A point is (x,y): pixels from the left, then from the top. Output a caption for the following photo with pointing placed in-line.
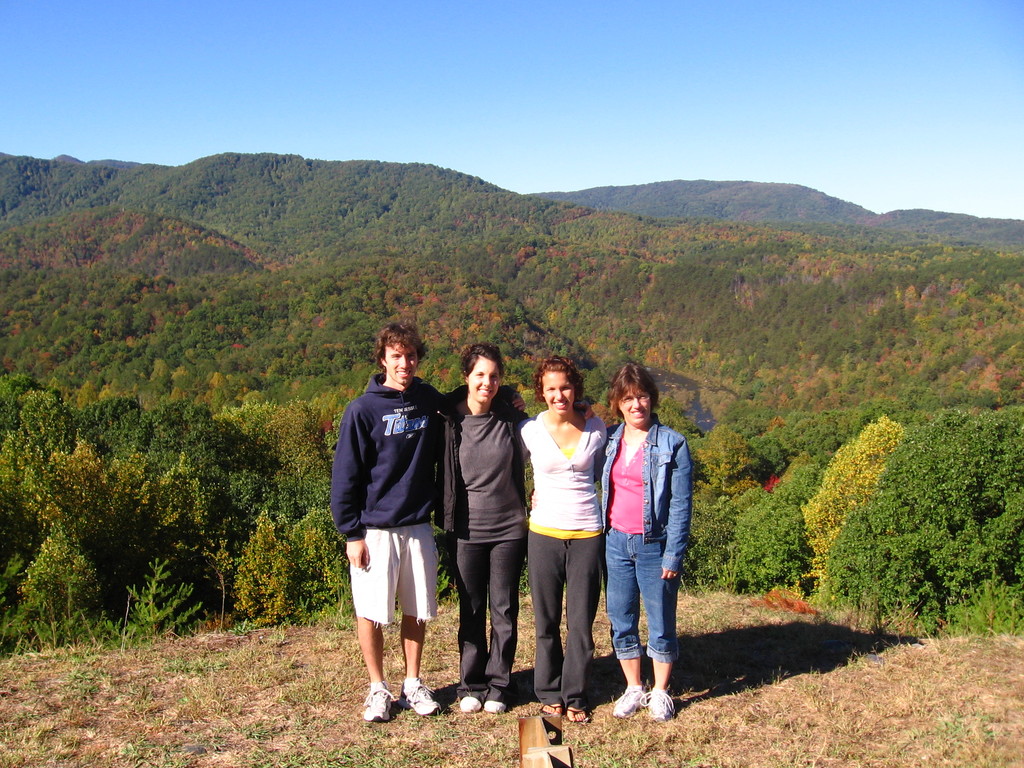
In this image in the foreground (578,429) there are four persons (502,461), behind them there are the hills (106,361), trees (263,344) visible.
